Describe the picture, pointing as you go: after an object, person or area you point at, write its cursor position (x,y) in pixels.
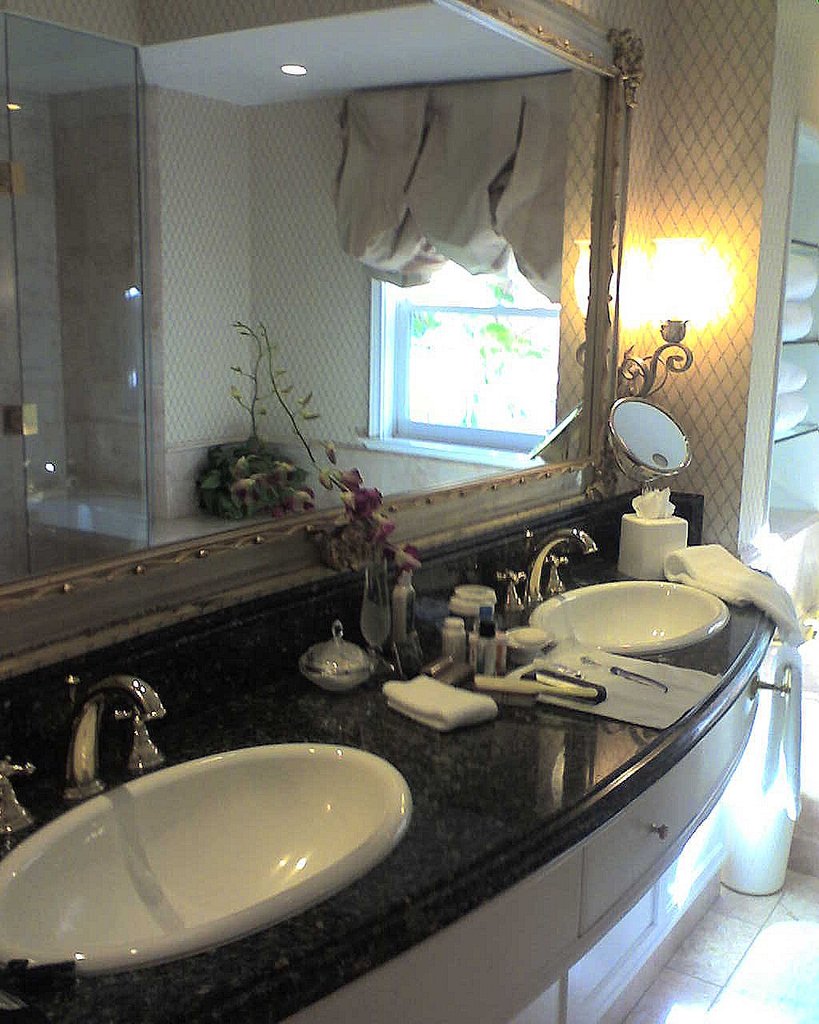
In this image we can see an inside view of a room (762,660). In the foreground (589,612) we can see some taps (505,580), wash basins (276,875), flowers (332,473) in containers (380,621) and some objects (599,670) are placed on the counter top (514,718). In the background (797,178), we can see a box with tissues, mirrors (487,174), lamp (688,312), clothes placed in racks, window (556,374) and curtains (483,232).
